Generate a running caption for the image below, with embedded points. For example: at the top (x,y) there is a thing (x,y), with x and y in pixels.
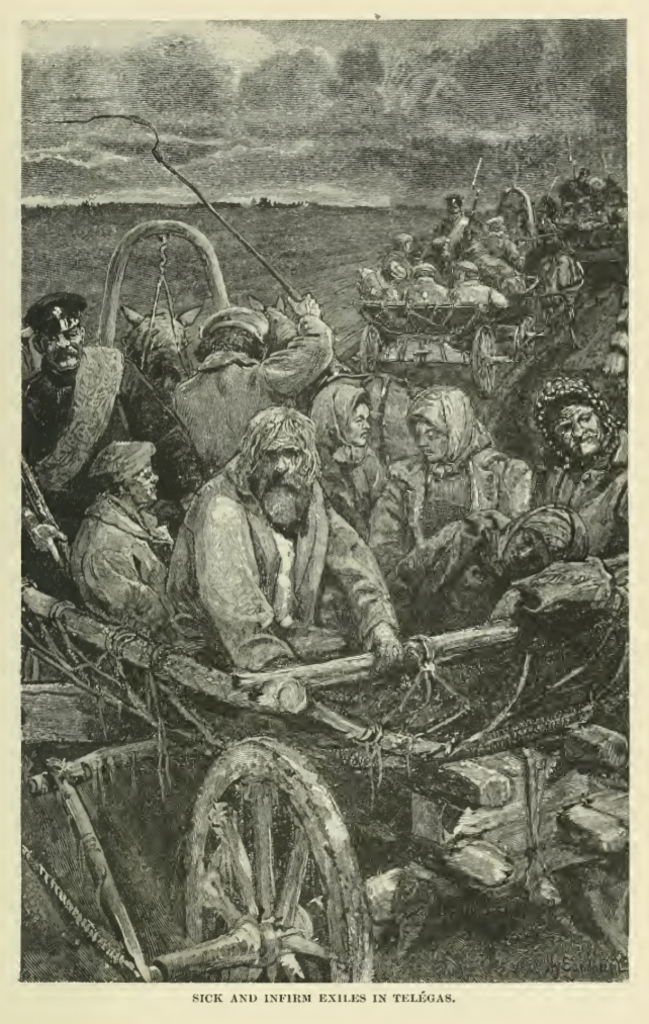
In this image there is a painting (285,382) with a few people (342,410) on the carts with some text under it.
